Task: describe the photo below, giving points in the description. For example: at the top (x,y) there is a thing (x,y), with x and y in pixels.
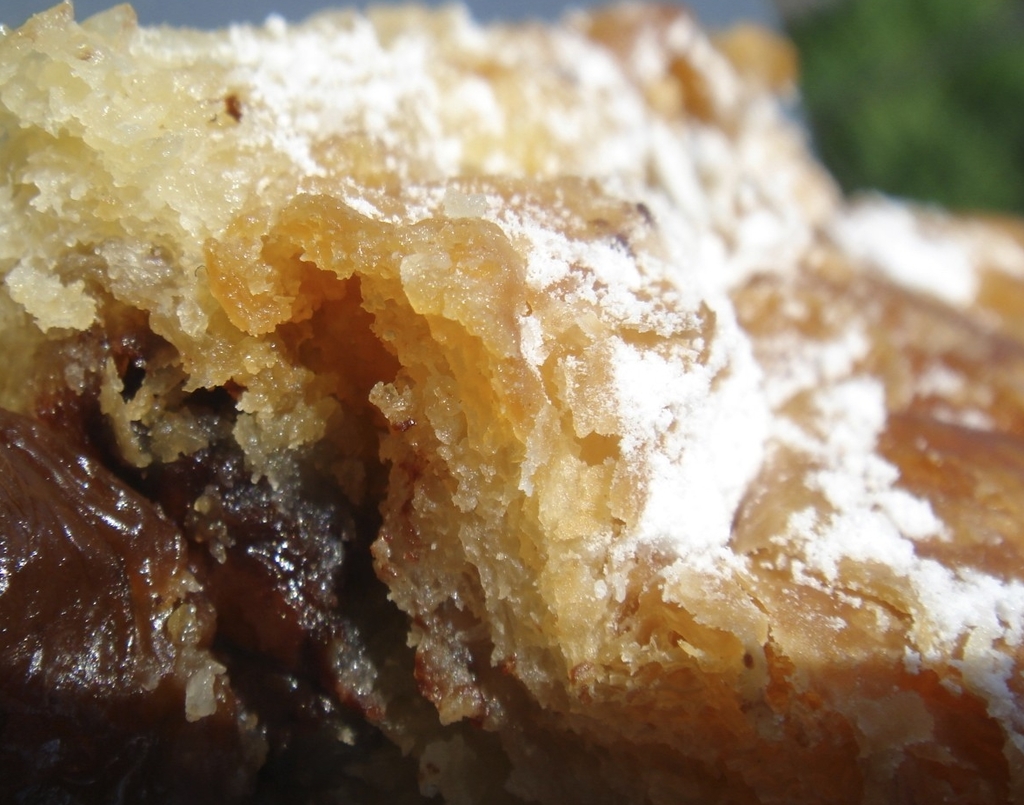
In the center of the image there is a food item (479,727).
